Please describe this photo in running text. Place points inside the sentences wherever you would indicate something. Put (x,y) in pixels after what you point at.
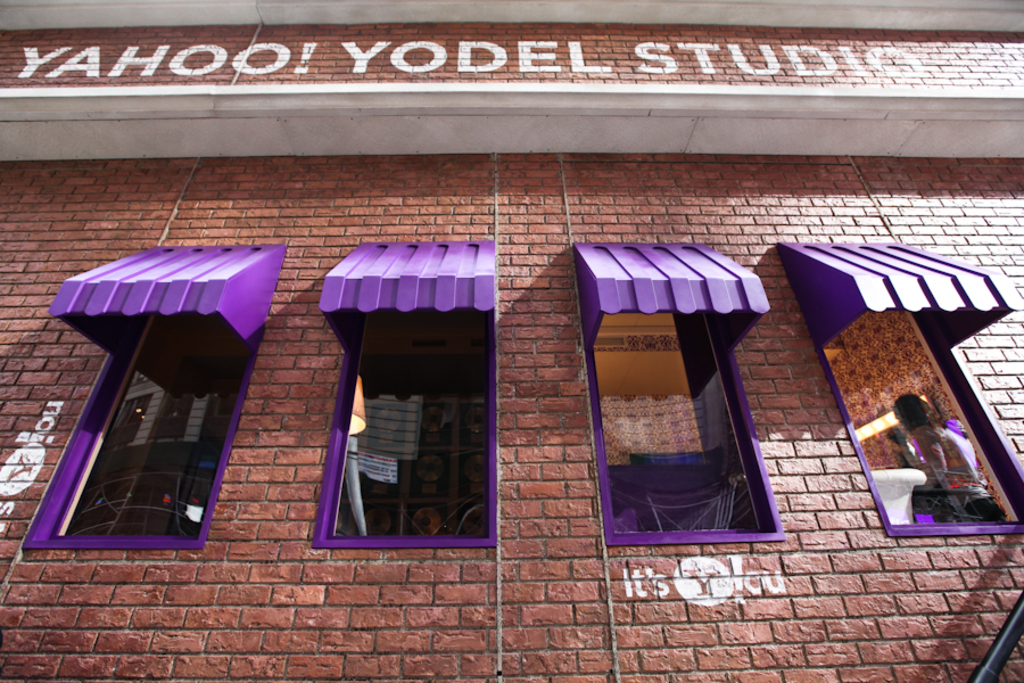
In this image we can see the brick wall (423,632), glass windows (940,511), window roofs (391,288) which are in purple color, a person (924,458) here and some text (740,75) on the wall (310,49).
